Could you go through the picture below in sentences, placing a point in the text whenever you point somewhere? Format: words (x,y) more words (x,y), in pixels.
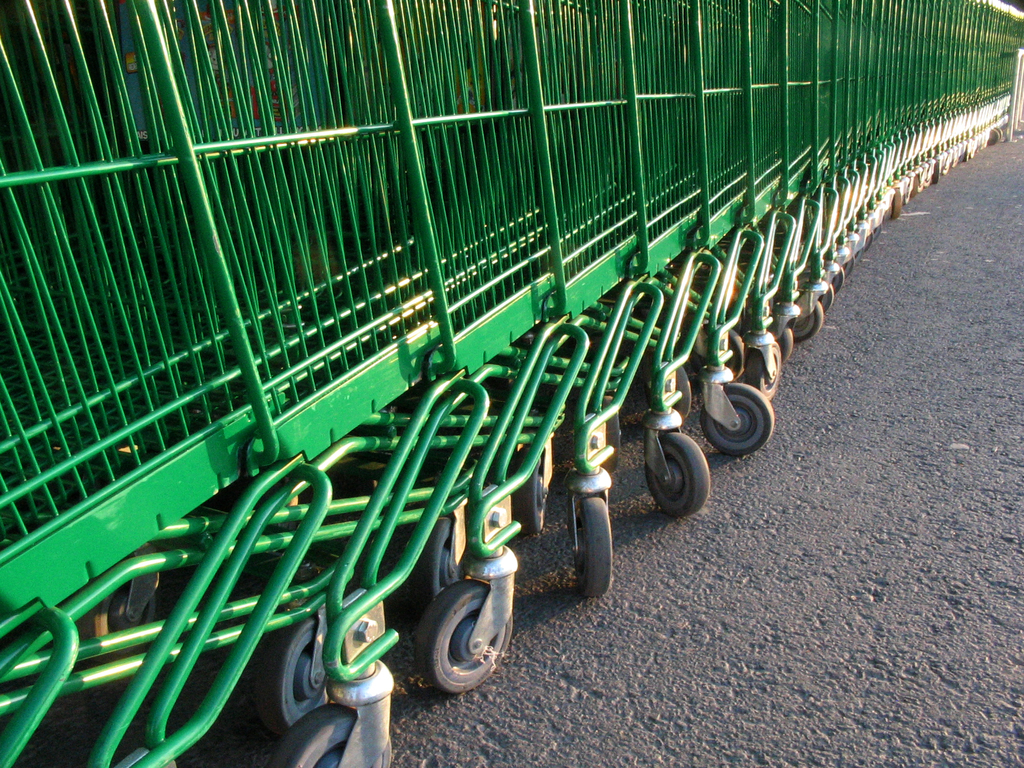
There are plenty of trolleys (461,190) kept in a row. They are of green color.
